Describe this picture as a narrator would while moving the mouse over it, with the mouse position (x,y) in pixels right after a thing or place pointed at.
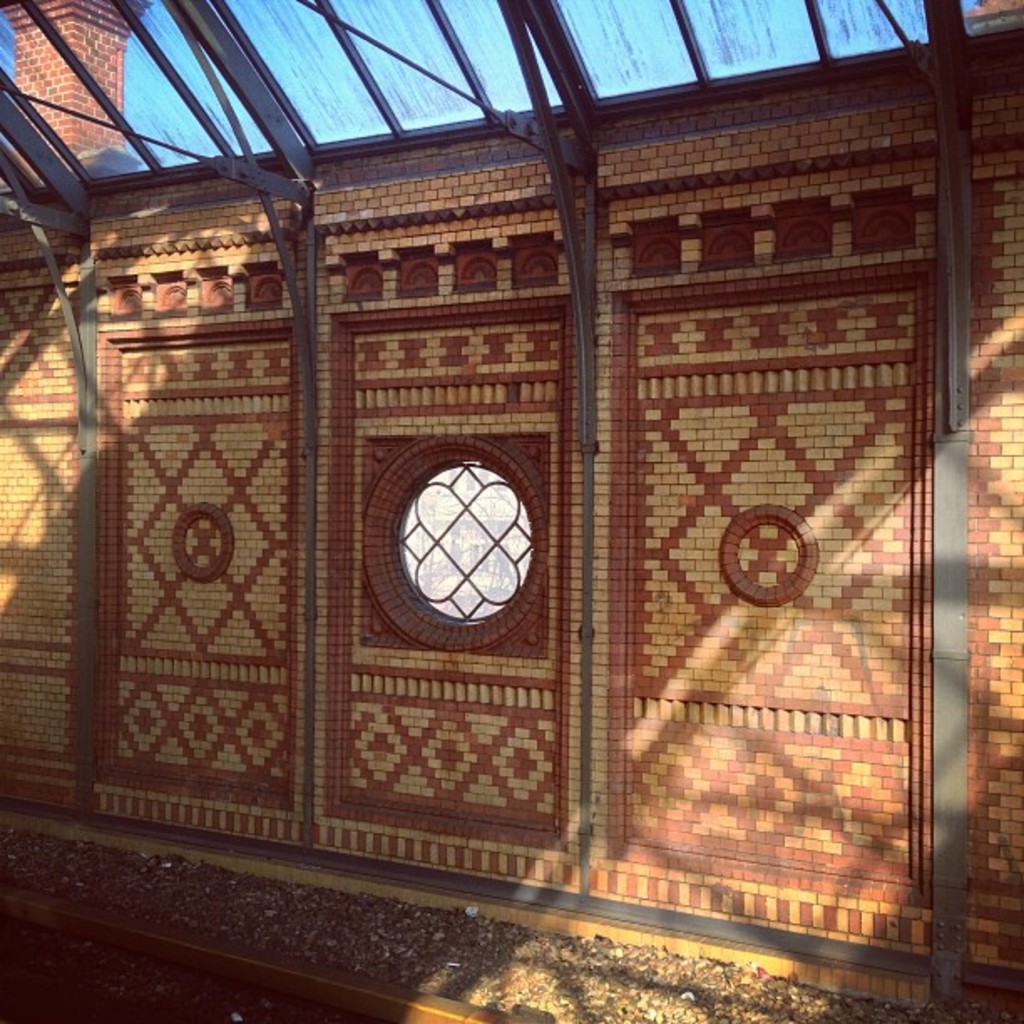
In this image I can see a wall (196,611) which is in brown and cream color. I can also see a window (487,555).
